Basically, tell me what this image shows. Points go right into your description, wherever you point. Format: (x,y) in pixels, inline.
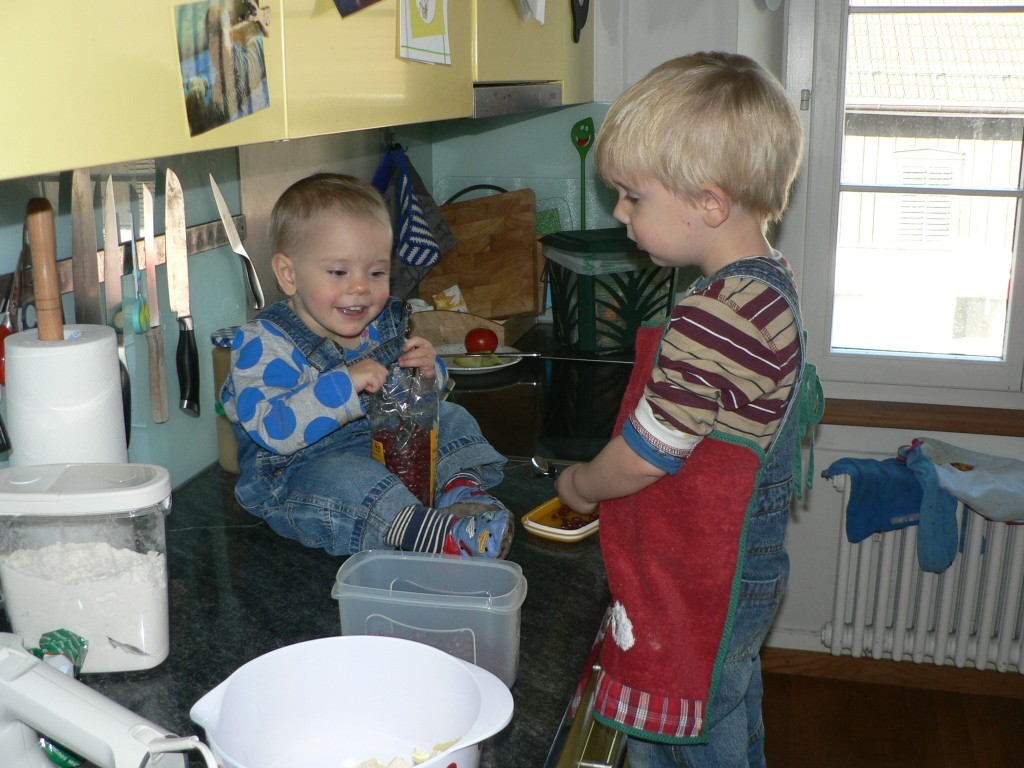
The picture is clicked in a kitchen (220,174). At the center of the picture (674,361) there are two kids (562,498), spoon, bottle (418,423), an object (557,522). On the left (77,287) there are knives (90,253), tissue (87,400), boxes (75,596), flour (69,622) and other objects (108,699). At the top (311,52) there are posters (232,91) attached to an object (339,103). In the center of the background (575,261) there are cable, box (567,281) and other objects (494,312). On the right (932,476), there are clothes (932,476) and window (943,246), outside the window (929,259) there is a building (861,337).
